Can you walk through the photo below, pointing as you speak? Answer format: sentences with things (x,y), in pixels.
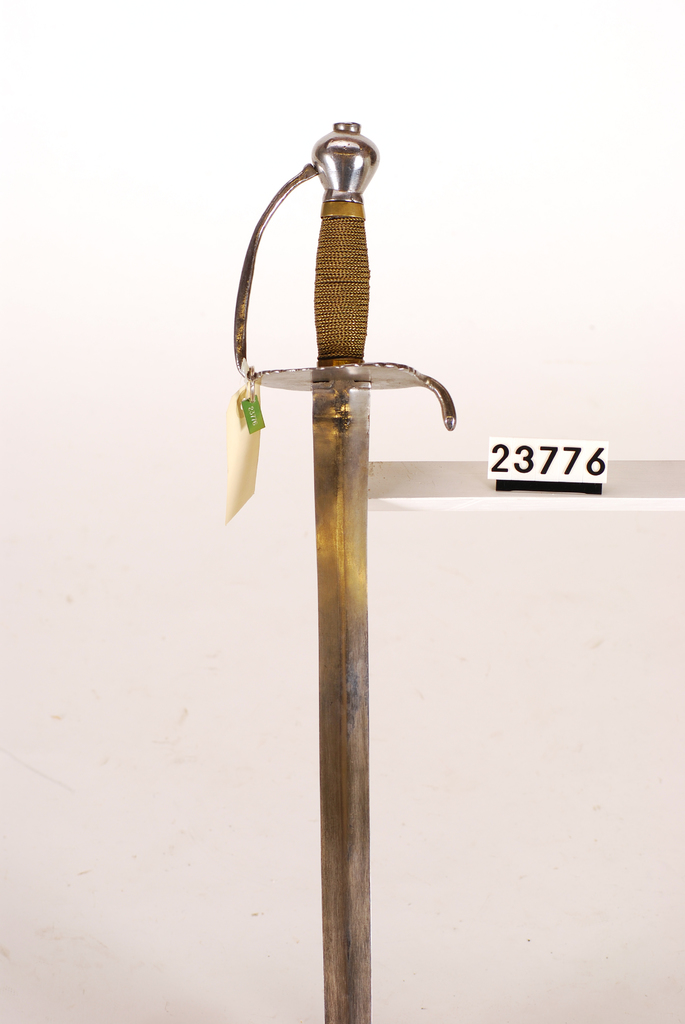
In this picture I can see a sword (352,758) in front (325,161) and right to the sword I see a white color paper (525,463) on which there are numbers (545,458) written and it is white color in the background (419,536).
